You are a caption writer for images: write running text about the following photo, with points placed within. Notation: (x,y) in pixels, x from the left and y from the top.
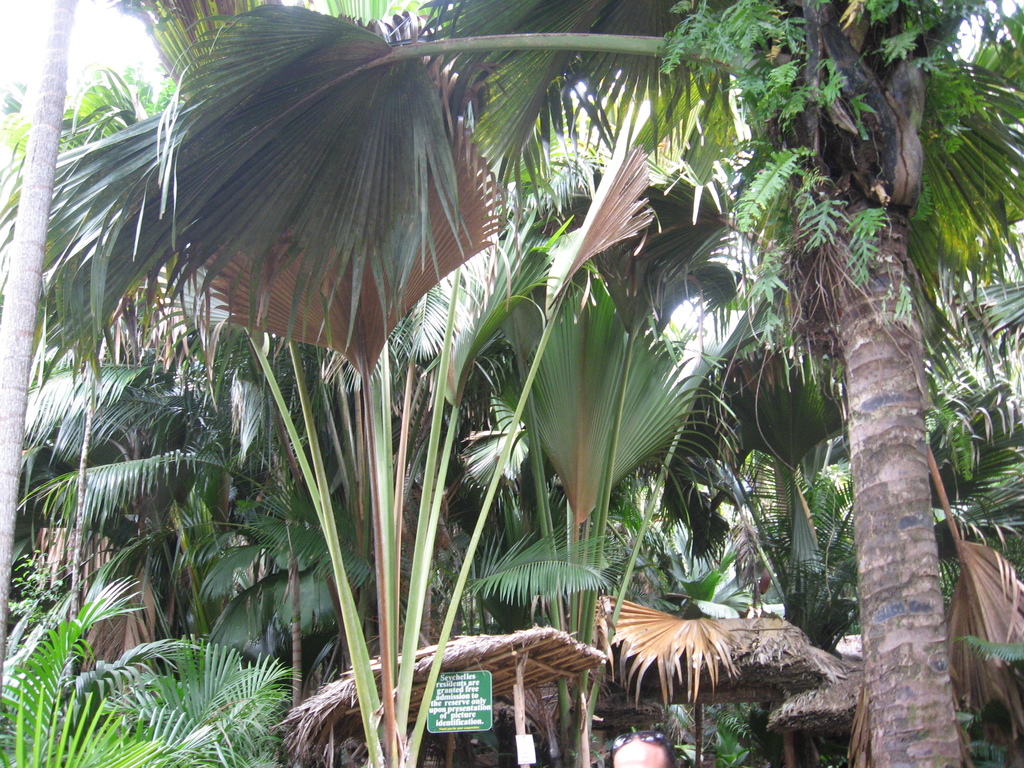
In this image, we can see trees (188,212). At the bottom of the image (462,689), there are shelters (423,689), board (438,680) and head (633,755) of a person (648,760) with goggles (619,748).
